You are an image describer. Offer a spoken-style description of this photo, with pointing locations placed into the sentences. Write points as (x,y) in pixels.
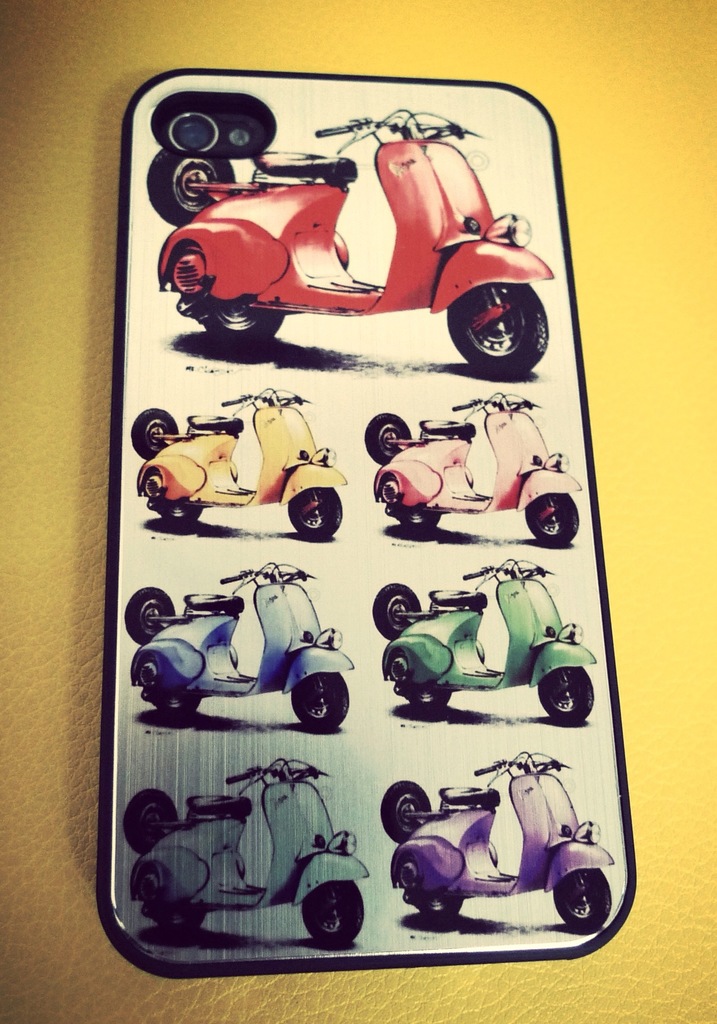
In this picture there is a back case (327,461) of a mobile (306,471) which has few scooters (307,203) which are in different colors are on it.
